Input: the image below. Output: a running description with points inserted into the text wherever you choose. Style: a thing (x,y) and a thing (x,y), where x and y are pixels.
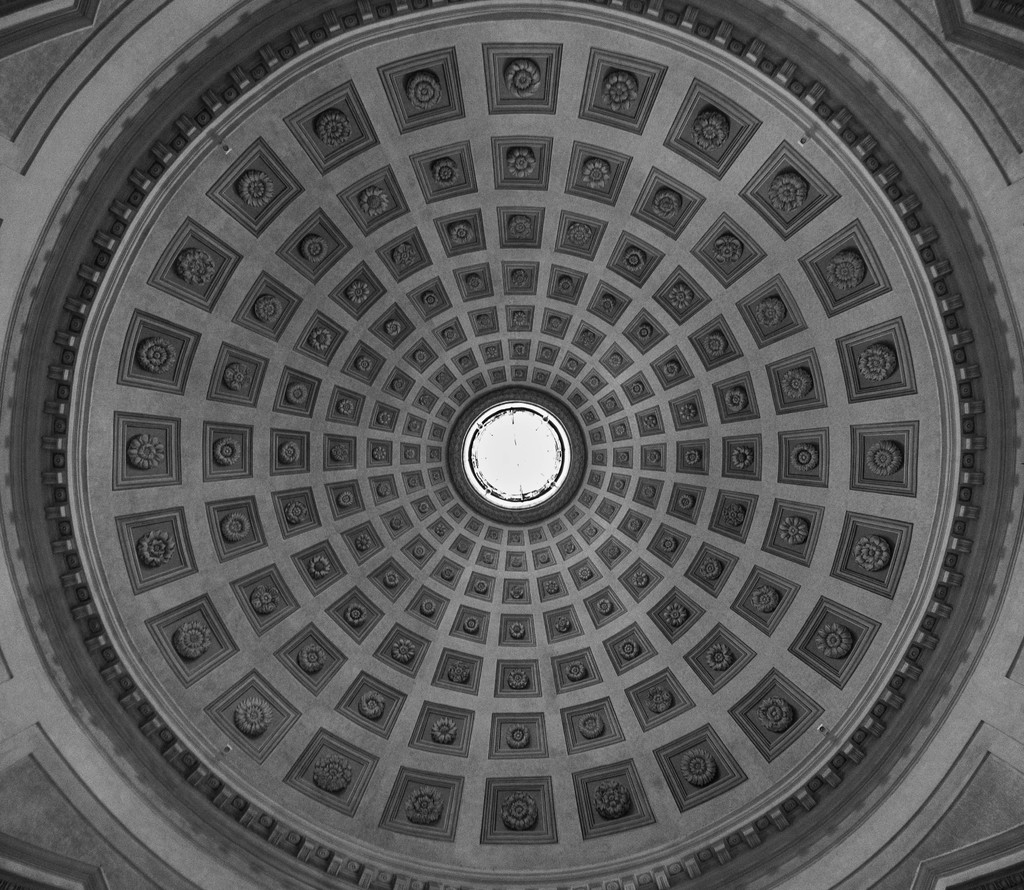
In this image, we can see the roof (439,276) with some design (703,124).
